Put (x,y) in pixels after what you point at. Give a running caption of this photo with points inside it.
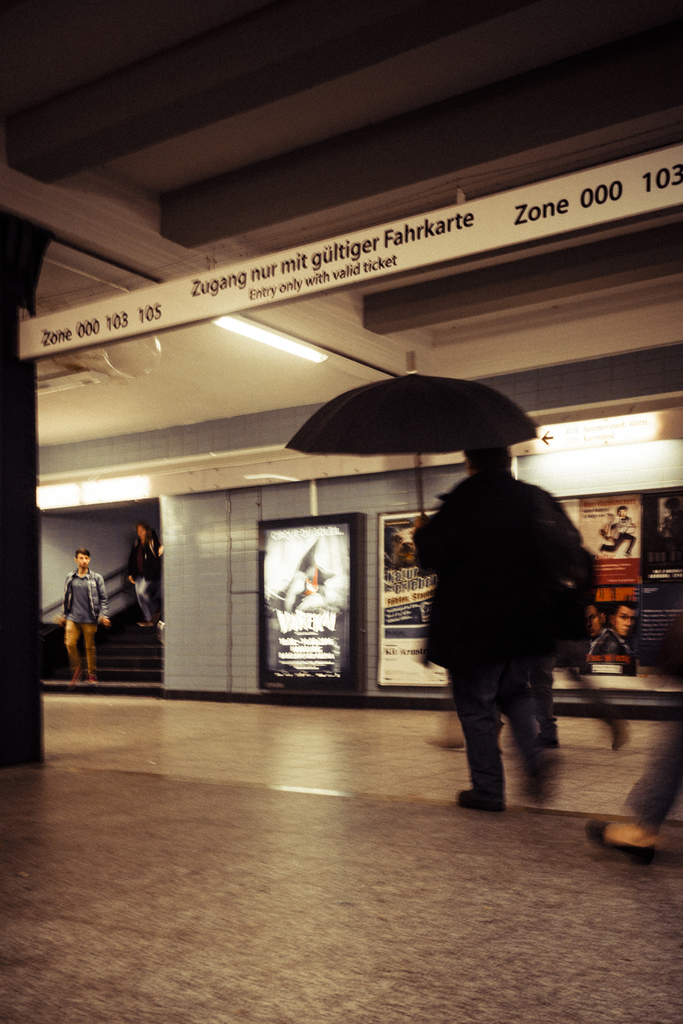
In front of the image there is a person (456,569) walking by holding an umbrella (449,398) in his hand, around the person (430,639) there are a few people (570,658) walking, in front of him there are two people (96,588) walking down the stairs (134,623), beside him there are display boards (410,562) on the walls (212,572), at the top of the image (530,230) there are display boards (224,296) and lamps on the roof (209,221). On the left side of the image (20,405) there is a pillar (16,254).
